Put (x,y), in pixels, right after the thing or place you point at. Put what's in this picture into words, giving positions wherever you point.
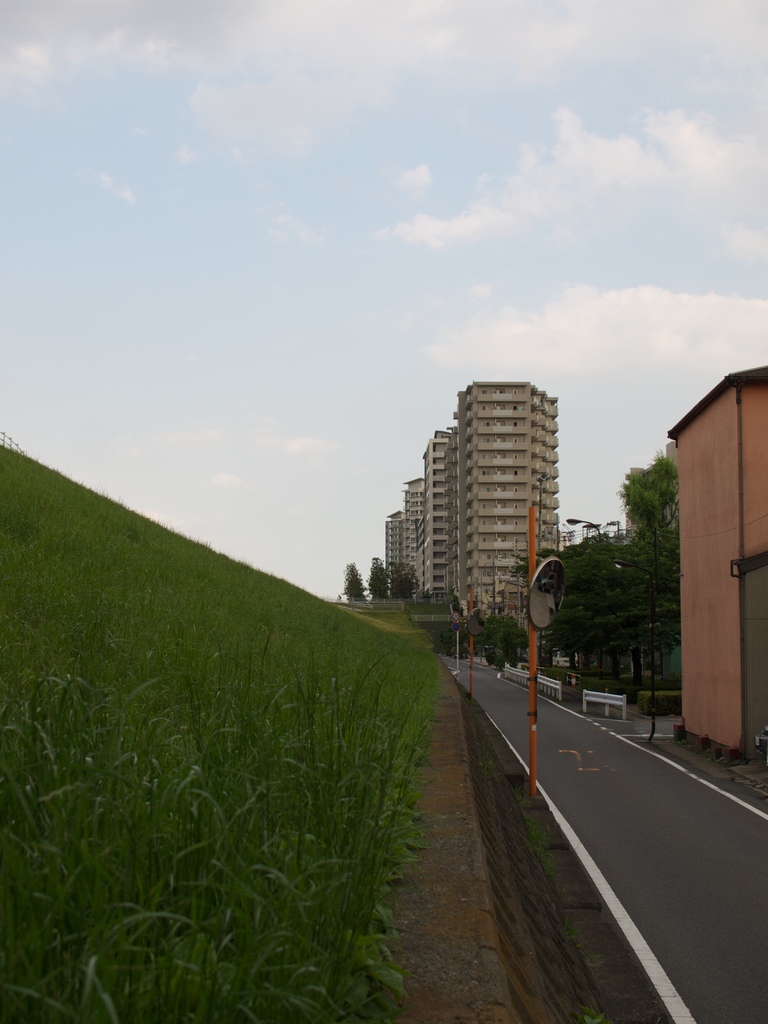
In this image, I see the grass (427,737), few poles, the road (692,821) and few trees (544,635) over here. In the background (719,364) I see lot of buildings (747,460) and the sky (468,215).
